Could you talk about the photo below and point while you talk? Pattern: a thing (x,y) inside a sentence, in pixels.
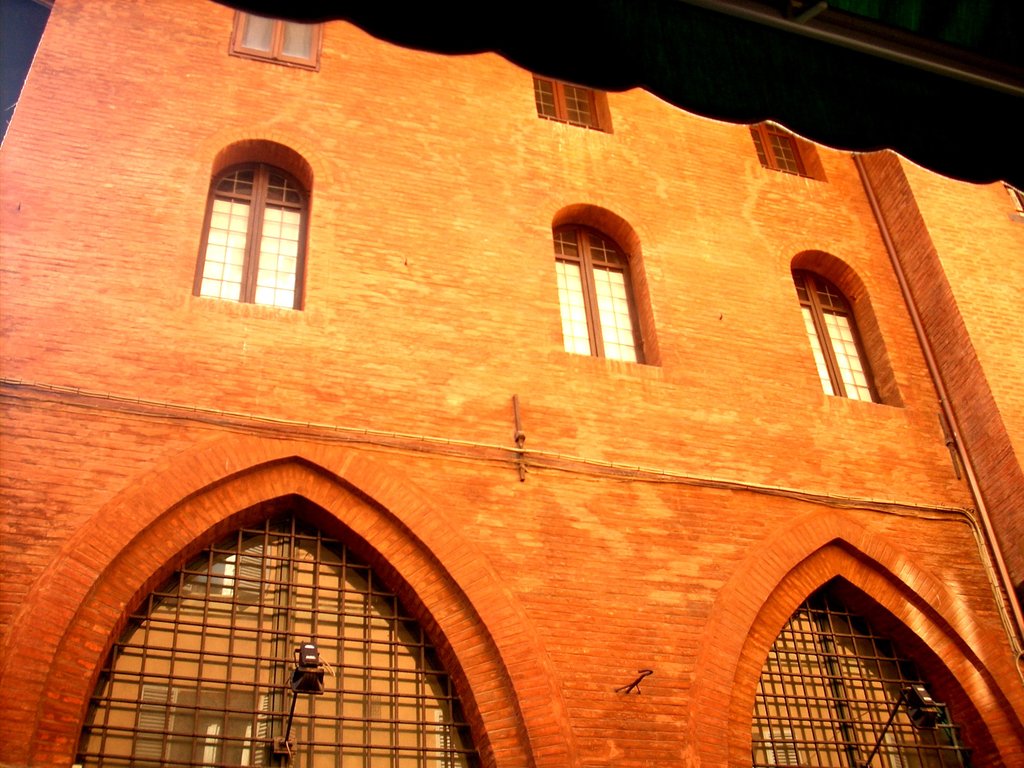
In this image we can see a building (563,389) with glass windows (386,726), lights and other objects (389,448). On the right side (821,86) top of the image (786,79) there is an object (786,79).
